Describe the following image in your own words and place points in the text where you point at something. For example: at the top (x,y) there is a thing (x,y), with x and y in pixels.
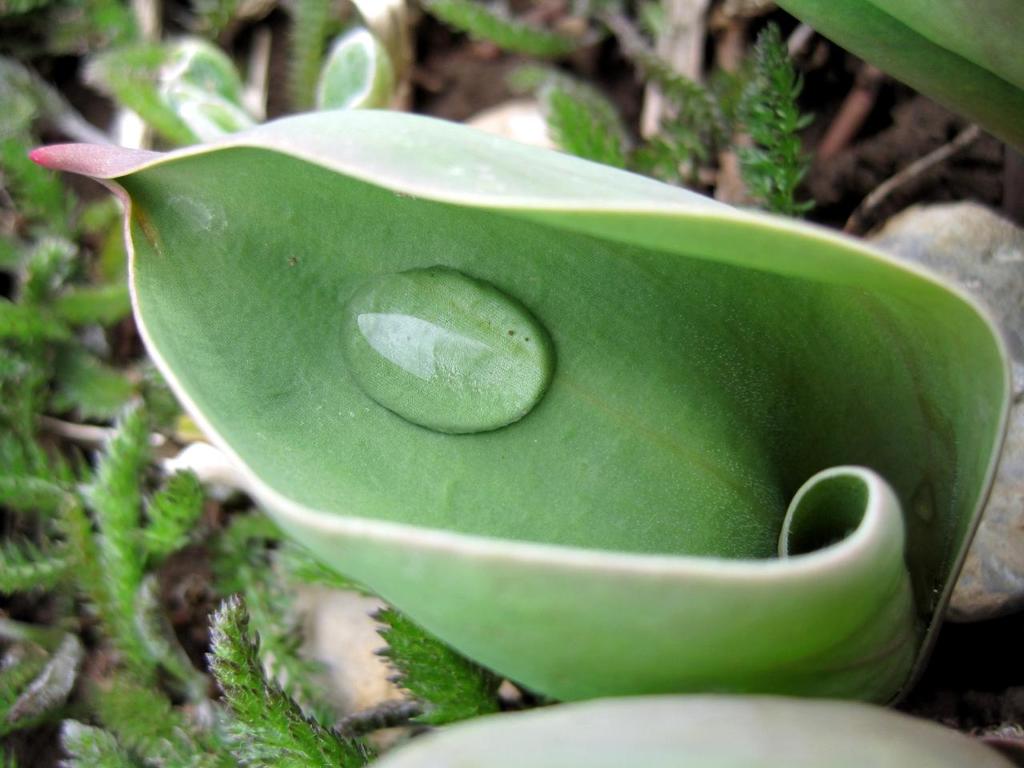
In the center of the image (602,312) there is a leaf (405,229) and we can see a water drop (499,353) on it. In the background (105,467) there are plants (785,72).
